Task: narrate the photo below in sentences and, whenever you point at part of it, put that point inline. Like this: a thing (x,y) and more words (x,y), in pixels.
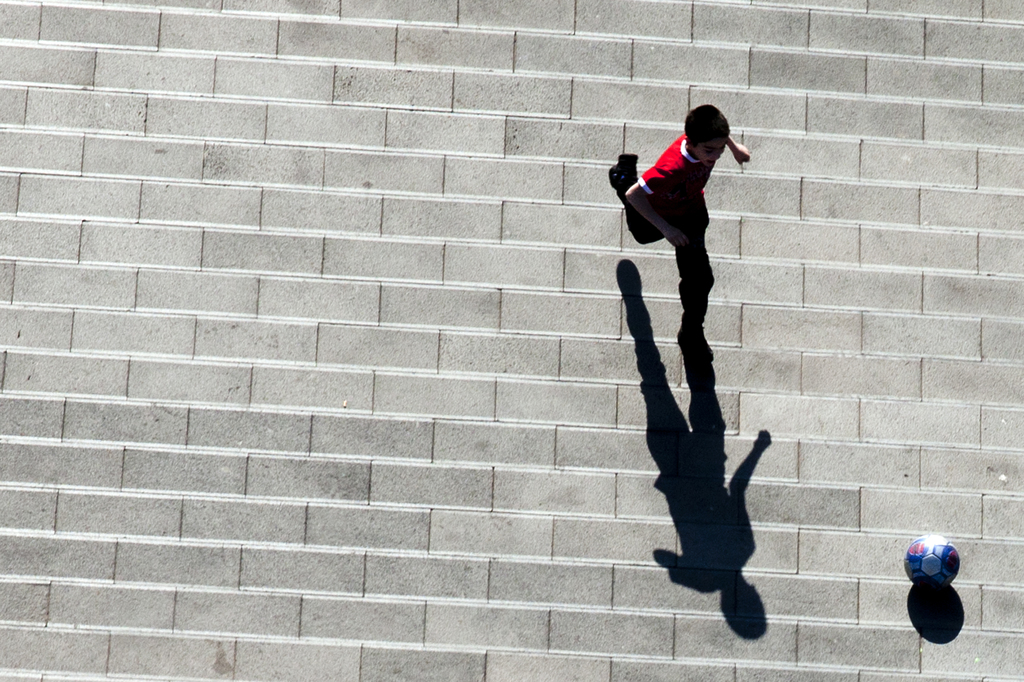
This is a top view of a picture where we can see a child (690,197) wearing a red color dress (701,177) is running on the ground (722,453). Here we can see a ball (922,547) and we can see the shadow (666,488) of the child (706,133).
